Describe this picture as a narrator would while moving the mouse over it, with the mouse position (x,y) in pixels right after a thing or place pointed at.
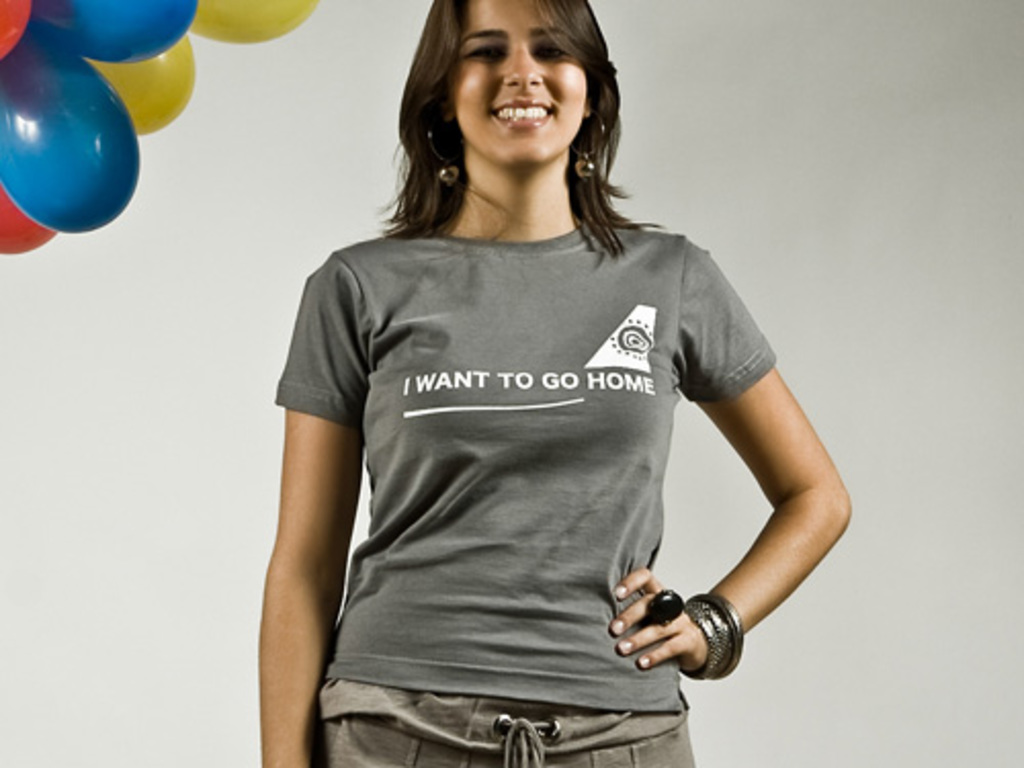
This picture is clicked inside. In the center (460,287) there is a woman (460,304) wearing t-shirt (510,344), smiling and standing on the ground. In the background (299,160) we can see the balloons (66,25) and a wall (171,143).
